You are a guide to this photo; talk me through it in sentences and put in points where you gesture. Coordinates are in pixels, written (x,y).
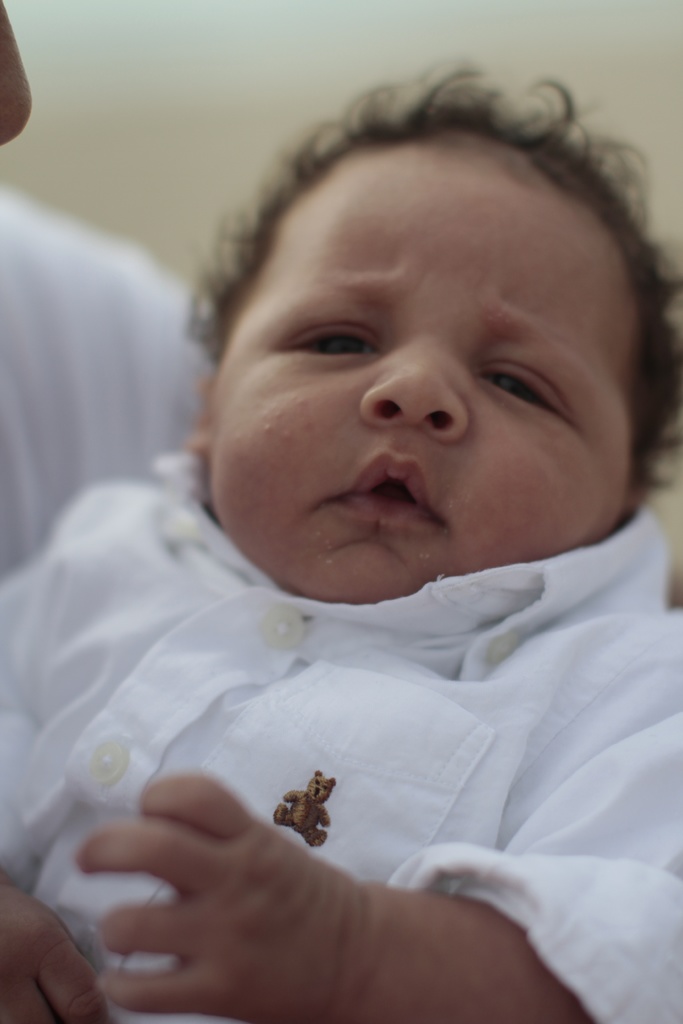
In this image there is a kid (385,365). He has worn a white colored shirt (186,709). On the left side of the image (84,265) there is a person (103,368).
